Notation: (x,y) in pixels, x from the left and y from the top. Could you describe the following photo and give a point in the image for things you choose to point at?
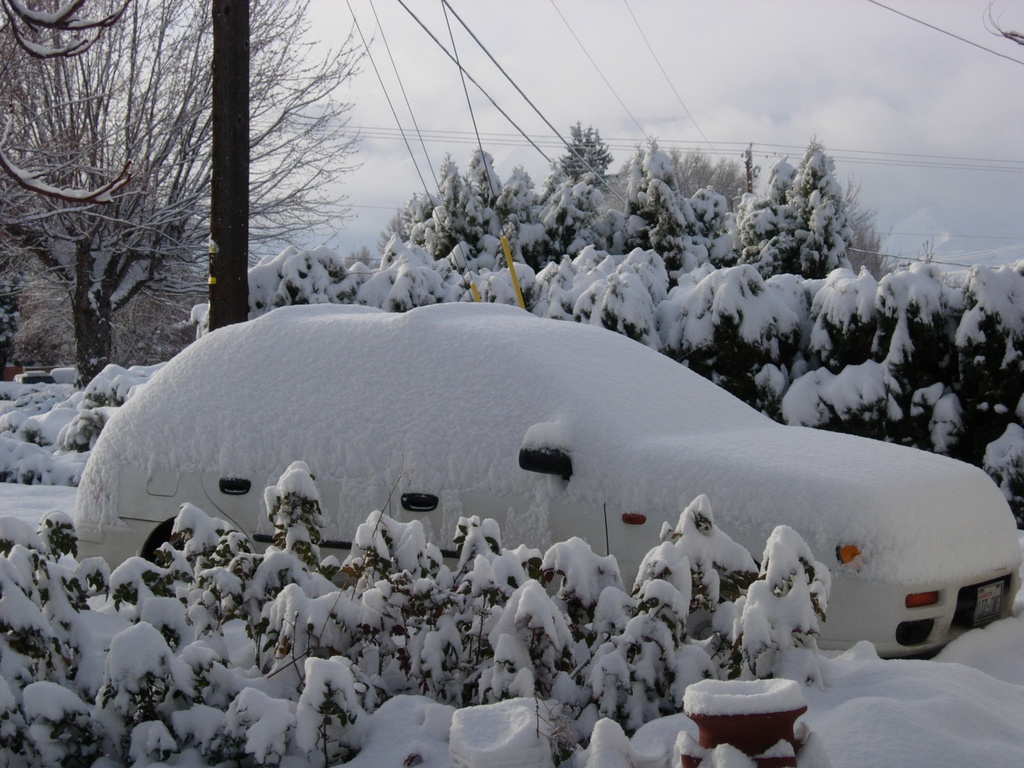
In this picture we can see a car (324,477) which is covered by snow (401,378). Behind the car (286,381) there is a pole (235,175), trees (260,128), cables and the cloudy sky (819,61).
